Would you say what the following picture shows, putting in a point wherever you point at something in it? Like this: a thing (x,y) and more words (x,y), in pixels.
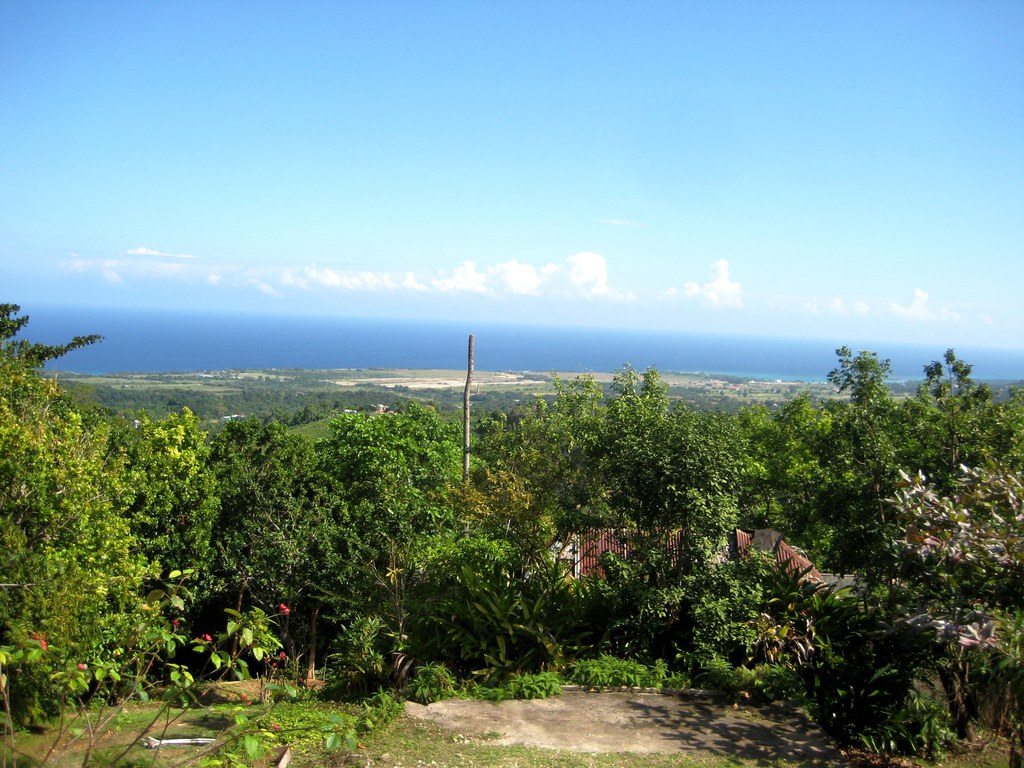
In this image, we can see some trees (904,426) and plants (536,661). There are clouds (580,283) in the sky (790,126). There is a ocean (797,348) in the middle of the image (387,365).
